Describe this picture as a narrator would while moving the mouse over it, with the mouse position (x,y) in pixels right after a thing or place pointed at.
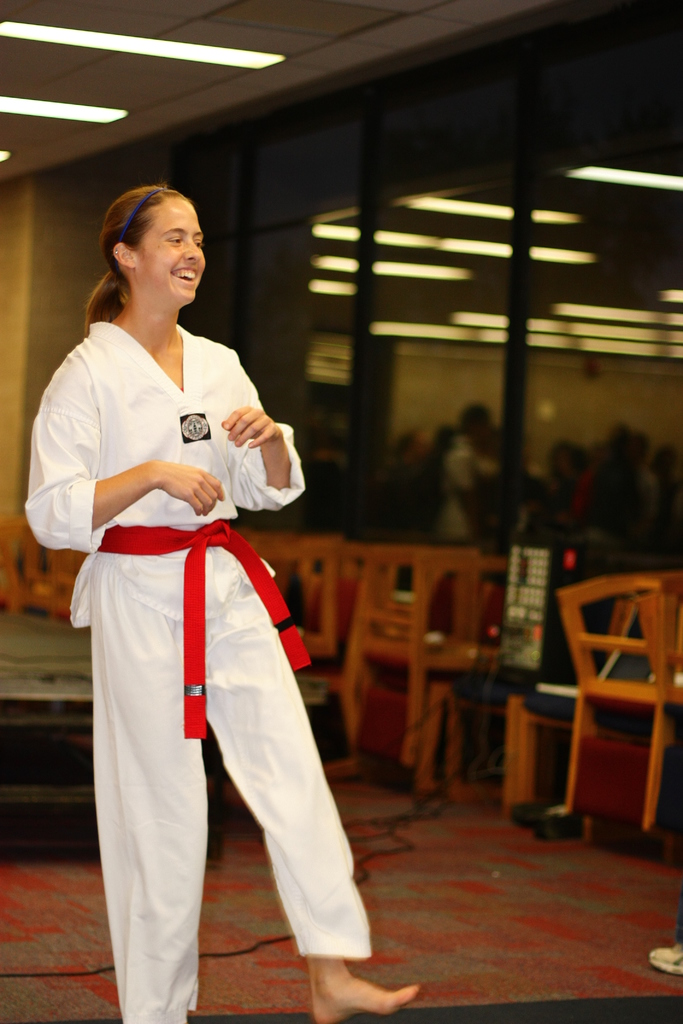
It is a coaching class, a girl (45,500) is wearing karate uniform (187,988) she is wearing red color belt (230,546) she is laughing by looking at something, behind her there are few chairs (528,699) a music system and also few people (447,469), in the background (94,236) there is a wall (62,191) and lights (18,110).
